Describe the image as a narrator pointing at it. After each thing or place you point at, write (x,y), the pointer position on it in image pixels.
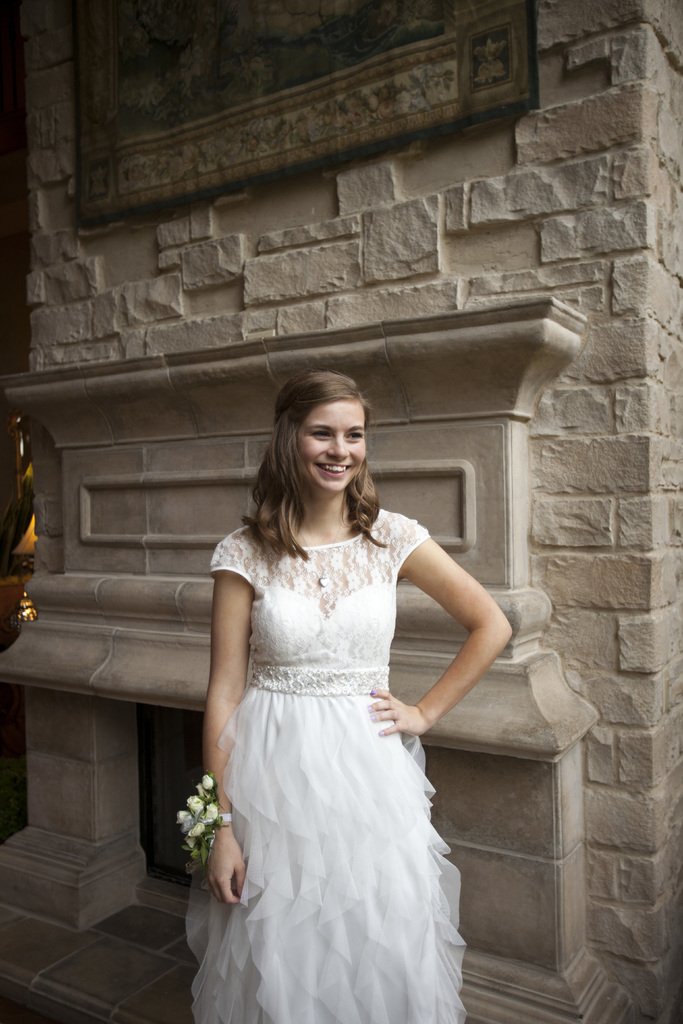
In this image there is a girl (252,532) in white dress (426,837) with flower bracelet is standing in front of wall (669,471) and posing for a photo.
